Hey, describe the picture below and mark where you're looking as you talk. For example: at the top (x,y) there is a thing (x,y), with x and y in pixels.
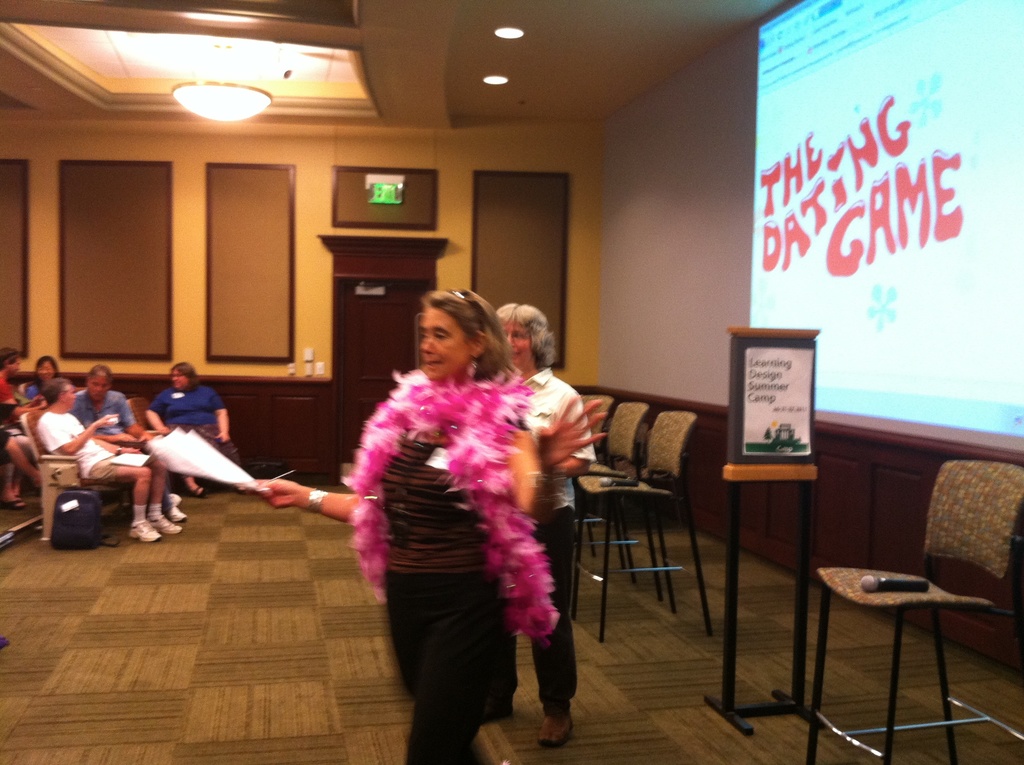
There are two persons (453,533) standing on the floor (334,652). These are the chairs (861,742) and there is a board (754,383). Here we can see some persons (69,444) are sitting on the chairs (107,515). There is a wall (710,193) and this is screen (922,244). Here we can see lights (211,82) and these are the frames (556,202).
